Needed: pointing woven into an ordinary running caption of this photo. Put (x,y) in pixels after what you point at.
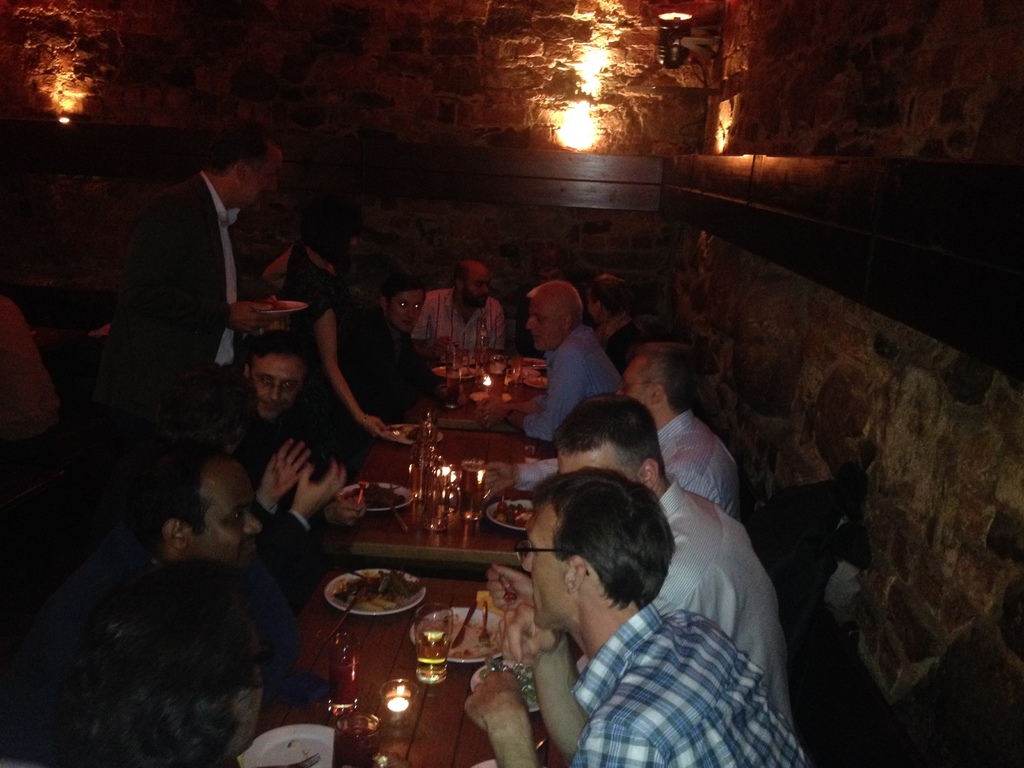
There are some people (239,478) sitting in the chairs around the table (325,714) on which some plates (473,643) and glasses (428,625) were placed. One guy (208,175) is standing here. In the background (580,125) there is a light (575,138) and a wall (404,122).
